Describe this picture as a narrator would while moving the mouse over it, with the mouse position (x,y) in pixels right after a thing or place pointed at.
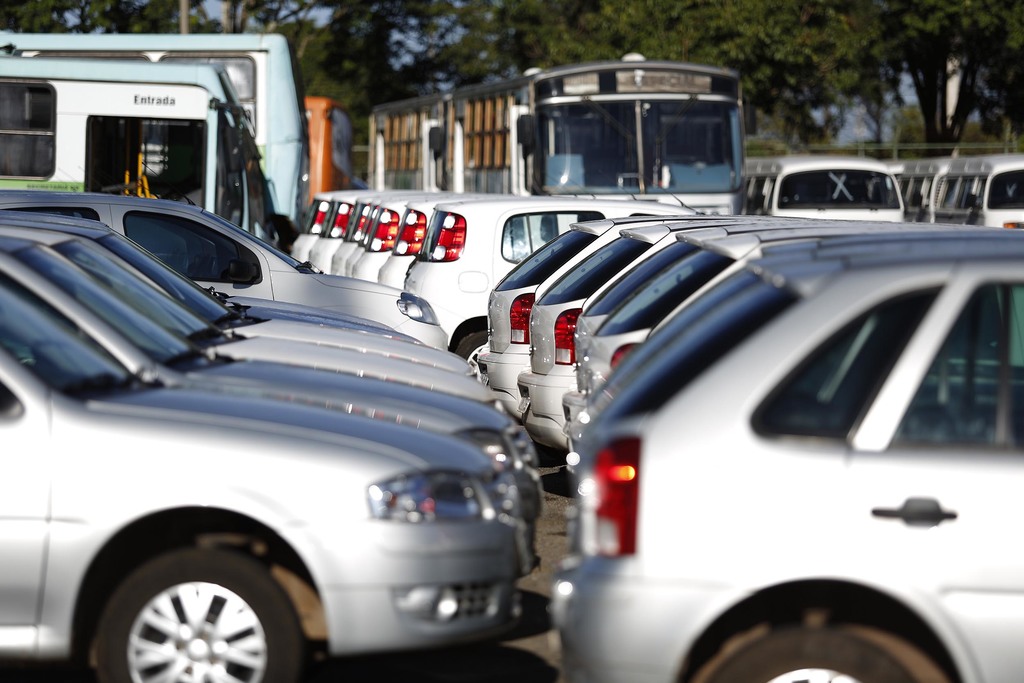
In this picture we can see vehicles (560,424) on the road (560,458) and in the background (827,23) we can see trees (532,59).
